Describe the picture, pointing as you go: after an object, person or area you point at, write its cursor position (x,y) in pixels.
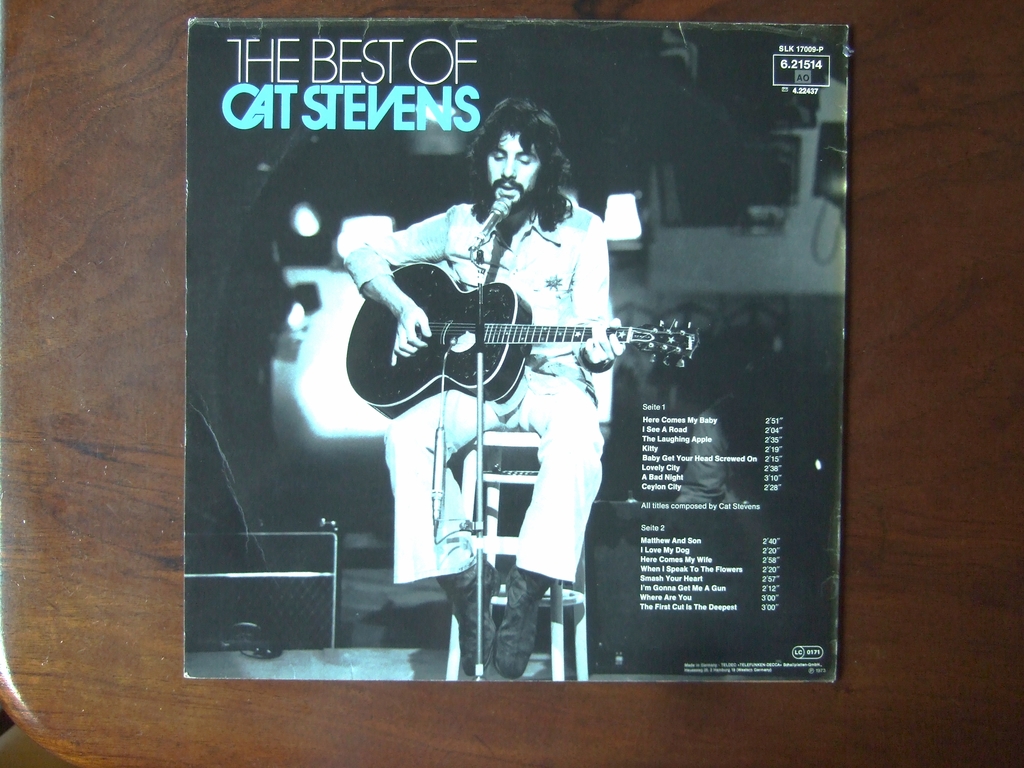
In this image I can see a poster (493,462) in which I can see a person (543,213) holding a guitar (496,345). I can also see some text (652,562) written on it. In the background (165,357), I can see the table (899,570).
